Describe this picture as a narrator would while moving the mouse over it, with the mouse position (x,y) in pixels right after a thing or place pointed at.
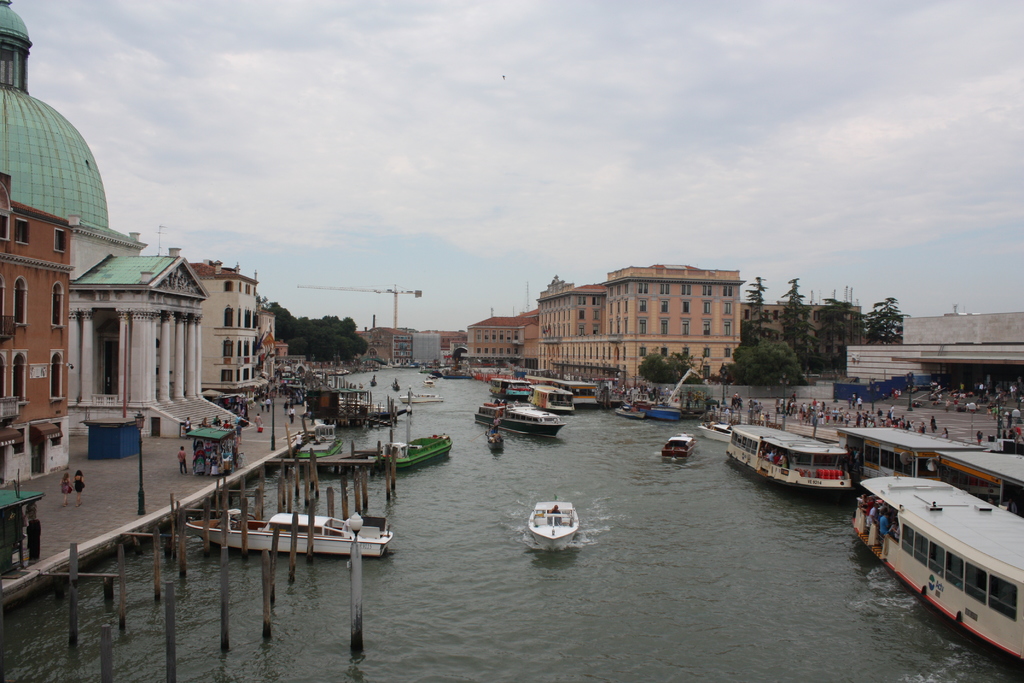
In this image there is a canal (717,612) in the middle (441,369), in the canal (349,441) there are some boats (992,506) visible, in the boat (949,530) I can see persons (884,526), beside a canal (471,428) there is a road (116,521), and few persons (79,489) walking on road (114,478), beside the road (100,484), there are some buildings (243,288) visible, in the middle (371,298) there are buildings (559,345), trees (332,348), the sky (248,218) visible on the right side (1014,356) there is another road (942,408), building (956,374), in front of building (895,368) there are some persons (874,421) walking.
